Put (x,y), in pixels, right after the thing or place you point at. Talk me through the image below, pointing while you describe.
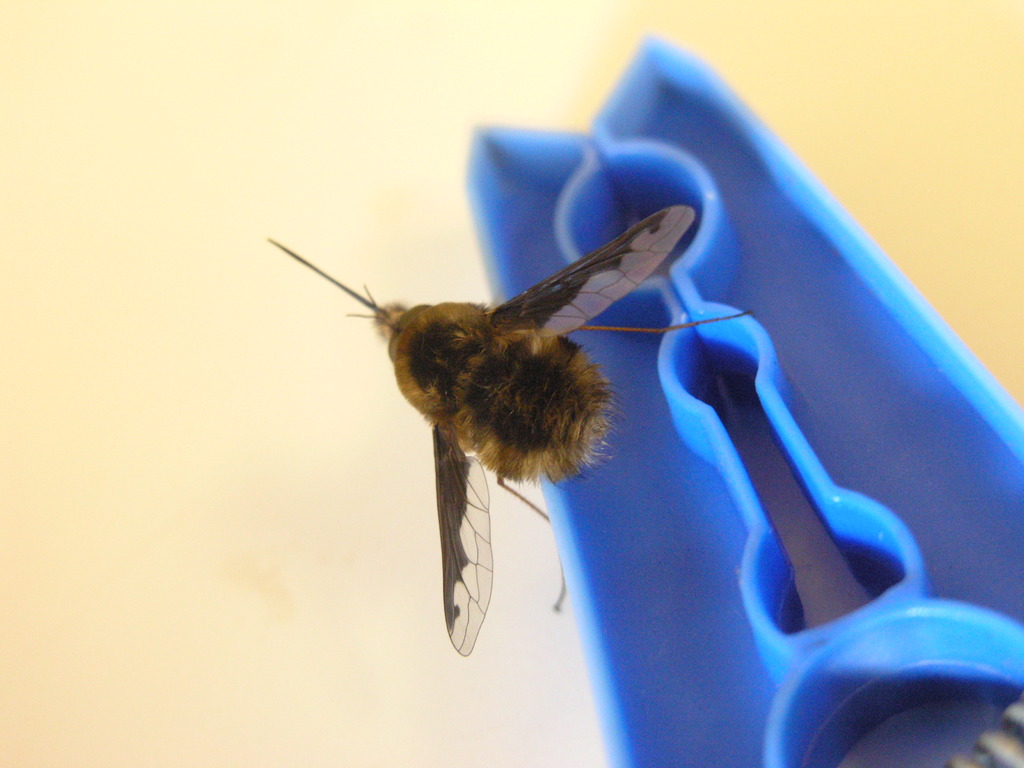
In this image I can see an insect (469,398) which is brown and black in color and a blue colored object (799,280). I can see the cream colored background (360,82).
